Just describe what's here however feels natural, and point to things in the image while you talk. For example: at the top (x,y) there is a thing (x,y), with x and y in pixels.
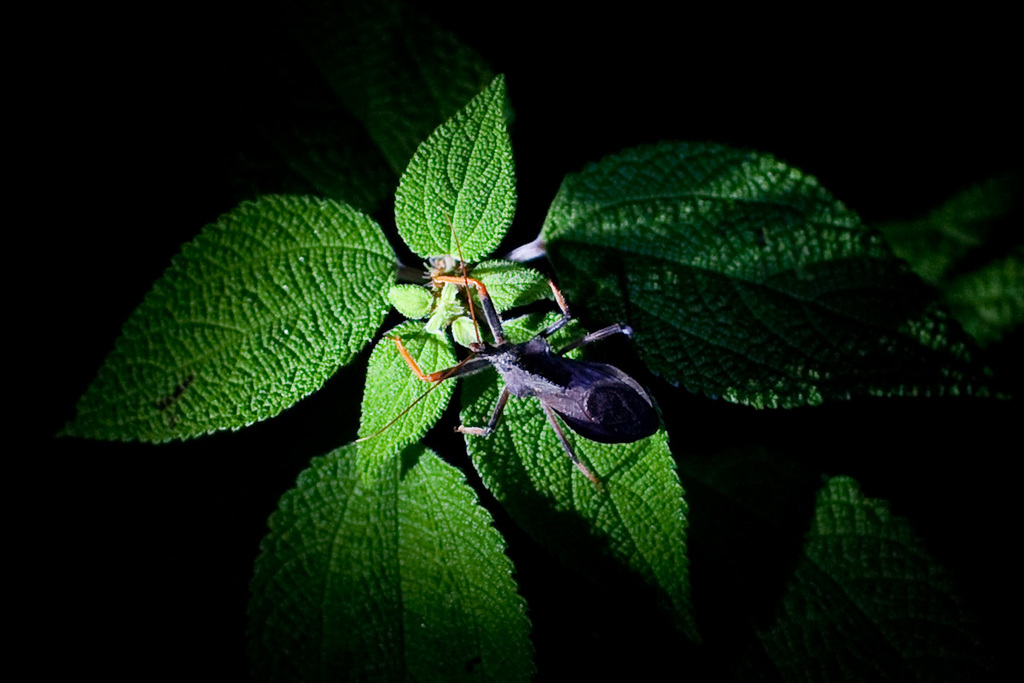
In this image I can see an insect (564,381) which is violet, black and orange in color on a plant (431,359) which is green in color and I can see the dark background (792,68).
